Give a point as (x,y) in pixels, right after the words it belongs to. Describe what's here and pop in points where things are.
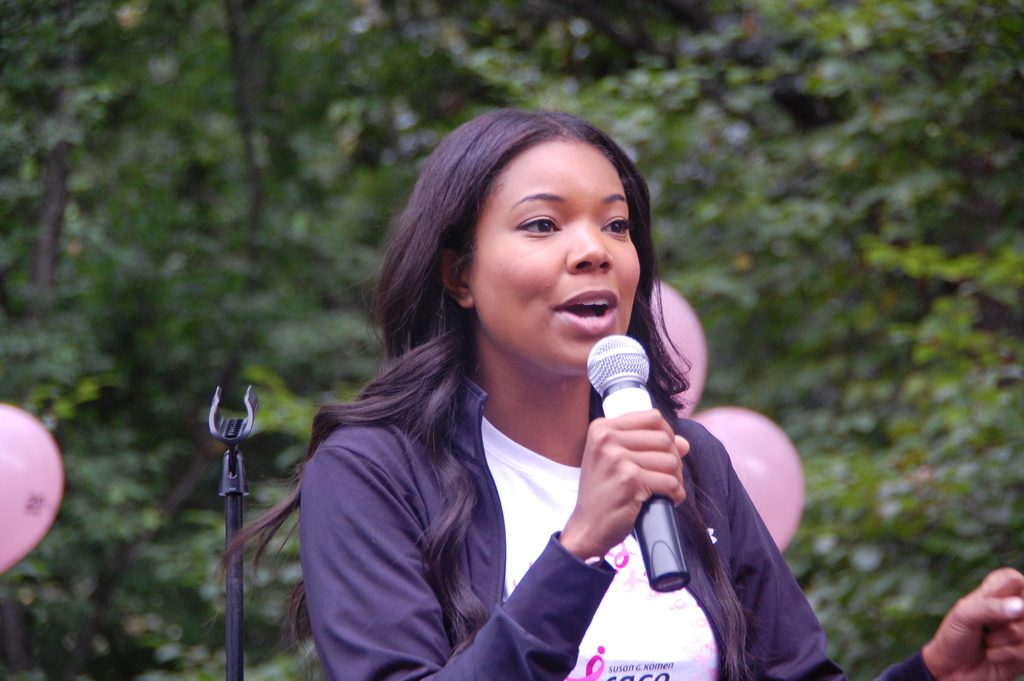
This is the woman (520,627) standing and holding a mike (637,407). I think she is speaking in the mike (592,365). She wore a T-shirt (534,519) and a jacket (411,591). This looks like a mike stand (233,569). I think these are the balloons (748,425), which are light pink in color. In the background (923,389), I think these are the trees (919,401).
